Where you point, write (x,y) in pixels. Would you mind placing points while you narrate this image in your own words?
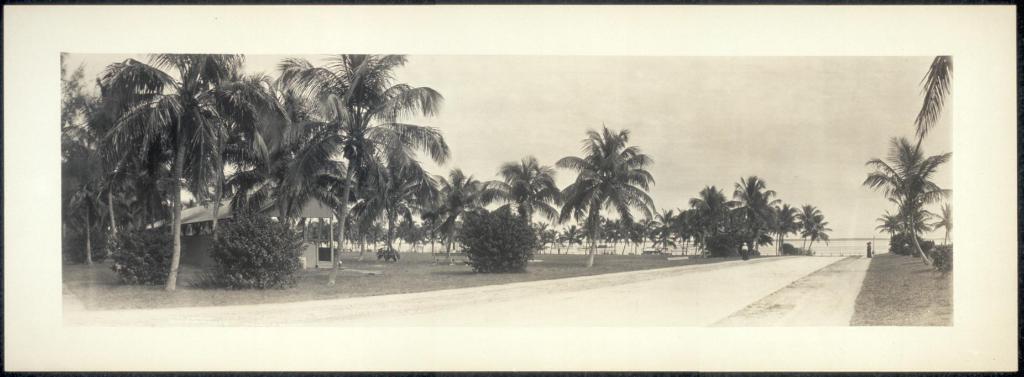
This image contains a picture frame (107,350). There are trees (145,216) and plants (932,253) on the grassland (889,279). Bottom of the image (678,311) there is a road (746,272). Behind there is a lake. Left side (317,246) there is a house (329,234). Top of the image (693,112) there is sky (648,117).
